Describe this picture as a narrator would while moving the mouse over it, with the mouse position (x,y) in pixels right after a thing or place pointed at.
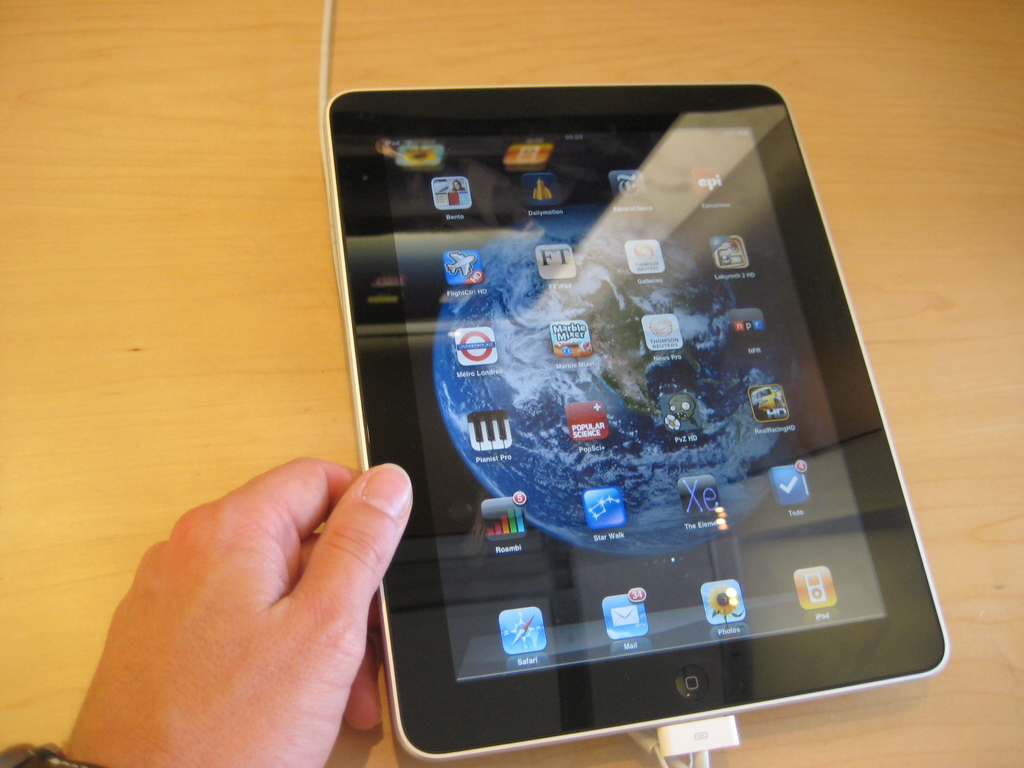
In this image, we can see a person's hand (332,522) holding tab (642,510).
